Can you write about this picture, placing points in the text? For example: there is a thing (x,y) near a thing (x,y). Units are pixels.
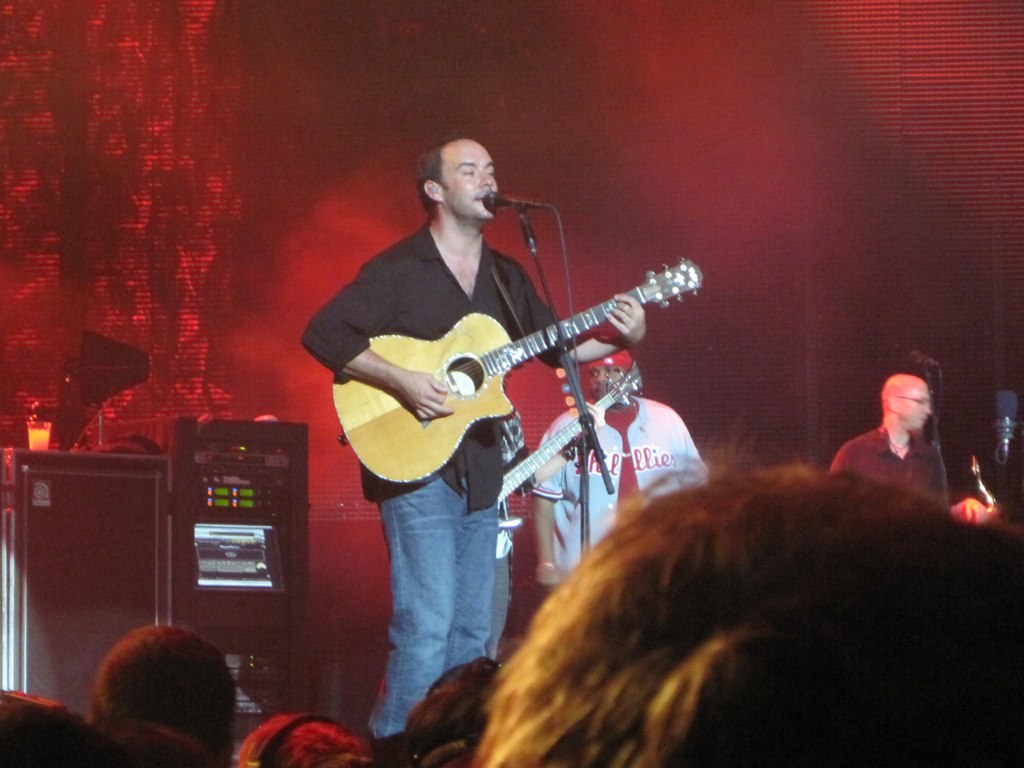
This picture shows a man (478,161) standing and playing guitar (384,354) and singing with the help of a microphone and we see a couple of people (838,463) standing on a side and we see audience (839,514) watching.
